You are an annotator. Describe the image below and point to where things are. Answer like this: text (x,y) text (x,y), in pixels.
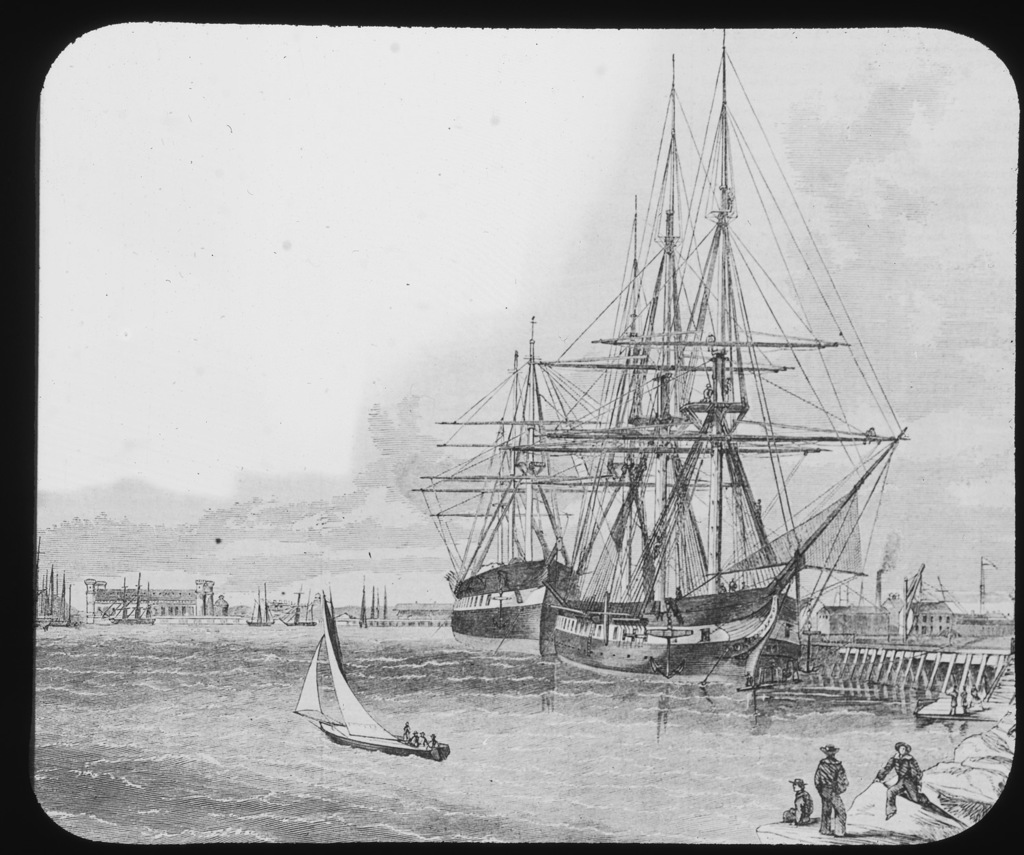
It is the sketch in this at the bottom (248,699) a boat (347,701) is moving in the water (818,723) on the right side (913,769) there are few people (891,789). In the middle (655,491) there is a very big ship (692,478), beside it there is another one at the top (301,255) it is the cloudy sky (311,290).
